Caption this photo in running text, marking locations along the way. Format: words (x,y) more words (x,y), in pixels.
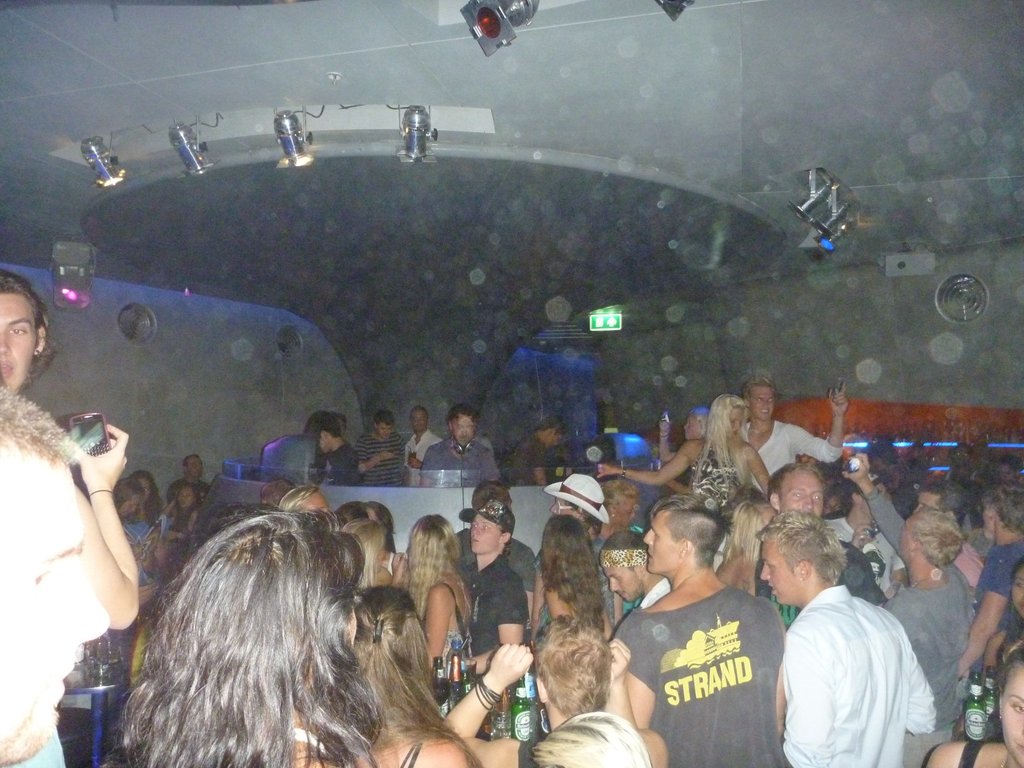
In this image we can see many people (482,504). There are bottles (981,692). Person (50,504) on the left side (108,538) is holding a mobile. At the top (177,142) there are lights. There is a person (582,482) wearing a hat (567,490). Another person (496,528) is wearing a cap (498,523). In the back (601,316) we can see a sign board (602,321).
